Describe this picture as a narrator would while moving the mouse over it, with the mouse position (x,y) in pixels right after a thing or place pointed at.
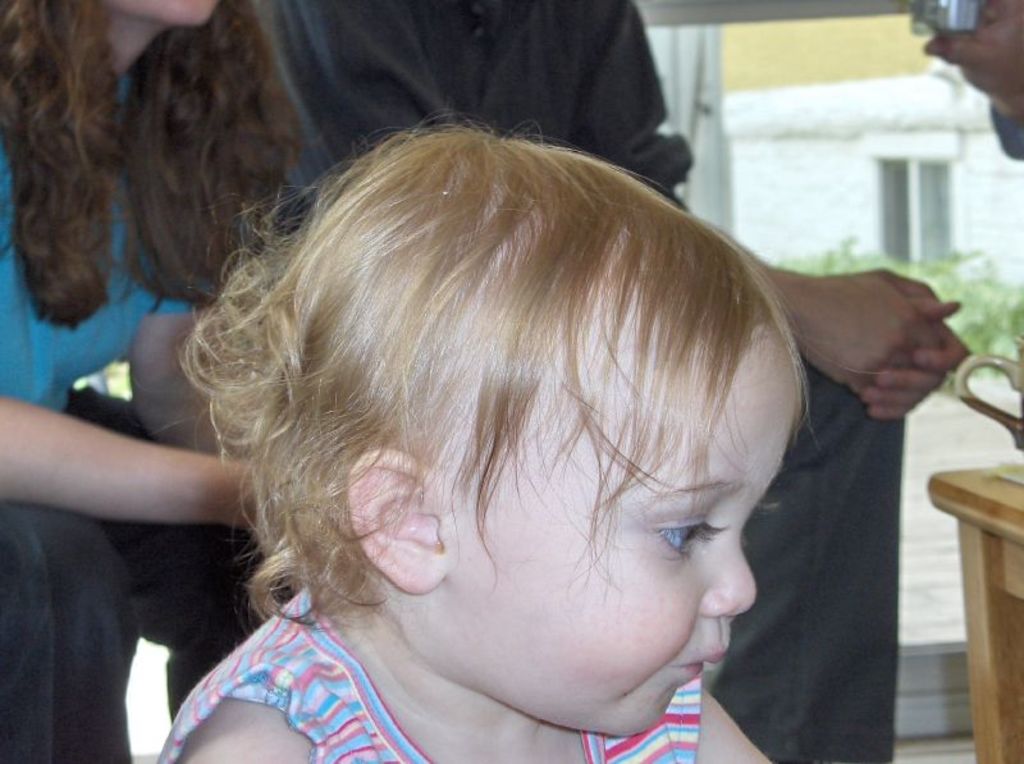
In this image I can see a boy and in the background (443,53) I can see few more people (650,64). Here I can see a table (986,583).
